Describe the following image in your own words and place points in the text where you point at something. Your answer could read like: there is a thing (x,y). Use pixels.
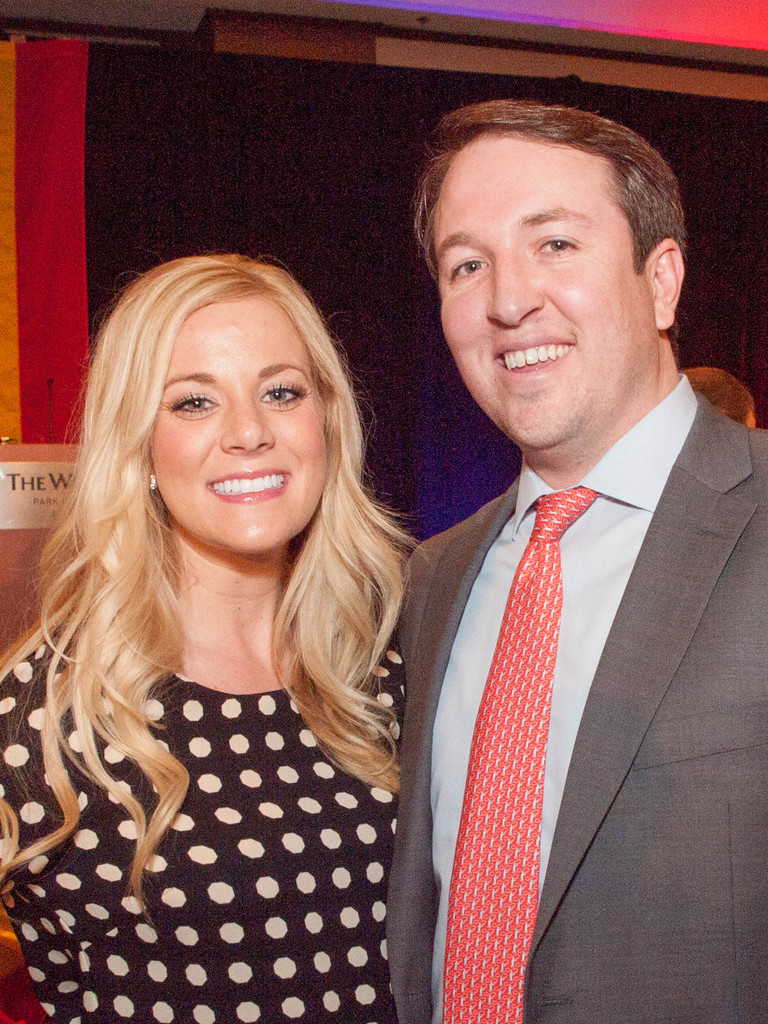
In this image we can see two persons (598,737). One person (598,737) is wearing coat (718,496) and a tie (537,569). One woman (220,645) with long hair (127,707) is wearing black dress (248,927). In the background (426,118), we can see curtains (116,195) and paper (31,480) with text (43,500) on it.
